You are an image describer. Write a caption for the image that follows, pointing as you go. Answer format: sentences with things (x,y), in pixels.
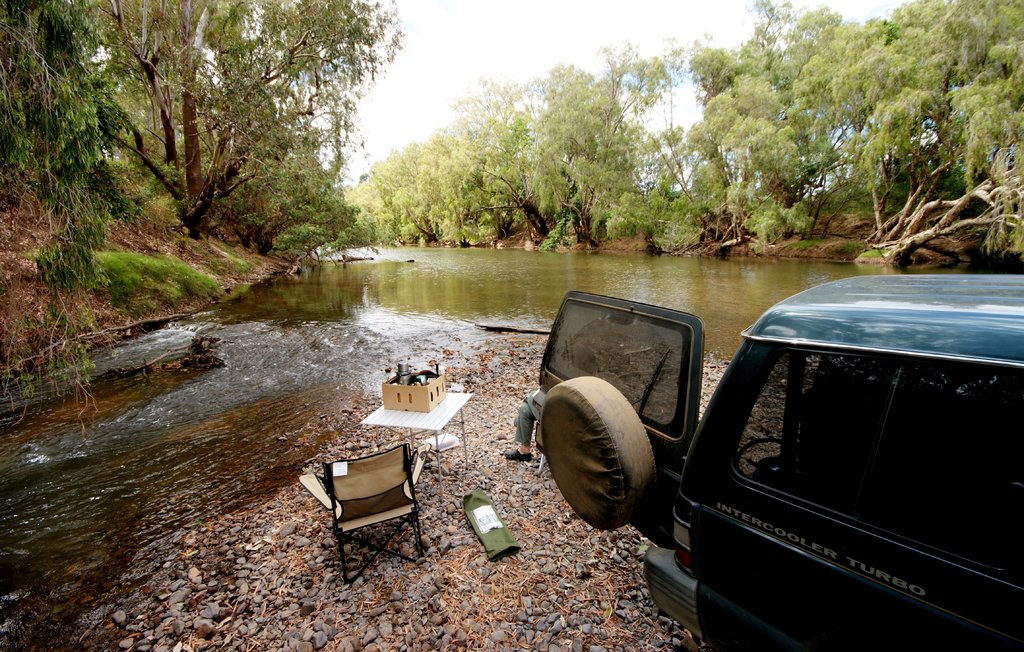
We can see water (321,293), trees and sky (542,26). We can see vehicle (629,473), chair (366,503). There is a table (438,430). On the table (441,423) we can see thing (419,386).
